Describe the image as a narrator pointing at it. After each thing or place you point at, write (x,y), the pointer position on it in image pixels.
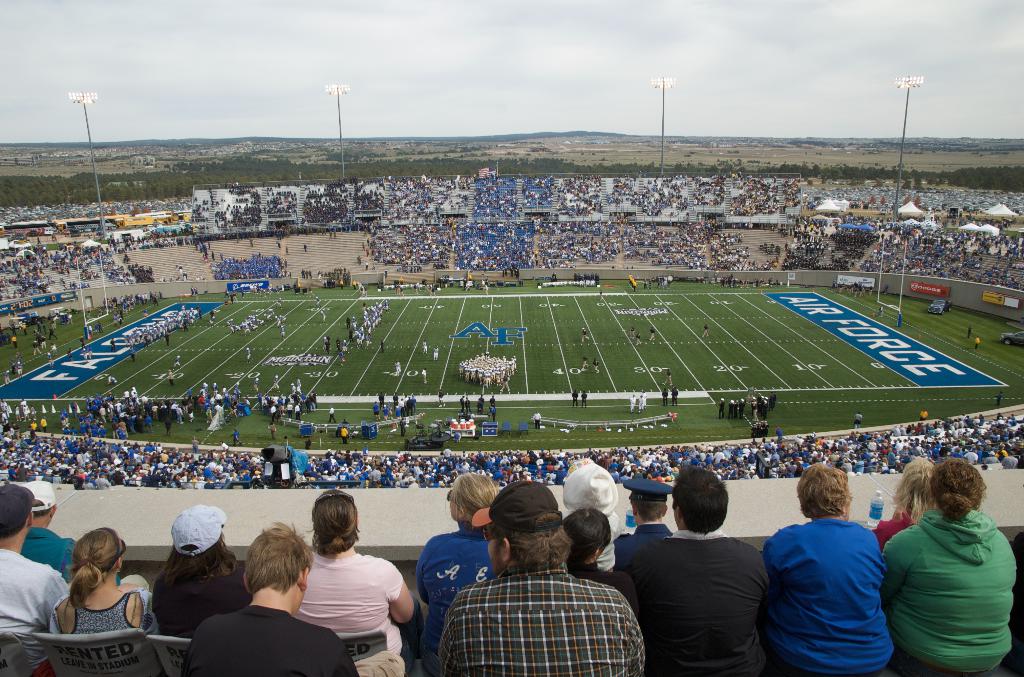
In this image there is the sky (516,56) truncated towards the top of the image (171,55), there are trees (373,176) truncated, there are poles (908,100), there are lights (912,81), there is a stadium (663,328), there are persons (217,388) in the stadium (220,361), there are group of audience (547,233) sitting on the chair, there are group of persons (1021,442) truncated towards the right of the image (1005,427), there are group of persons (6,408) truncated towards the left of the image (20,274), there are group of persons (617,618) truncated towards the bottom of the image (644,634), there are tents (993,227), there are boards (243,287), there is text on the boards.
